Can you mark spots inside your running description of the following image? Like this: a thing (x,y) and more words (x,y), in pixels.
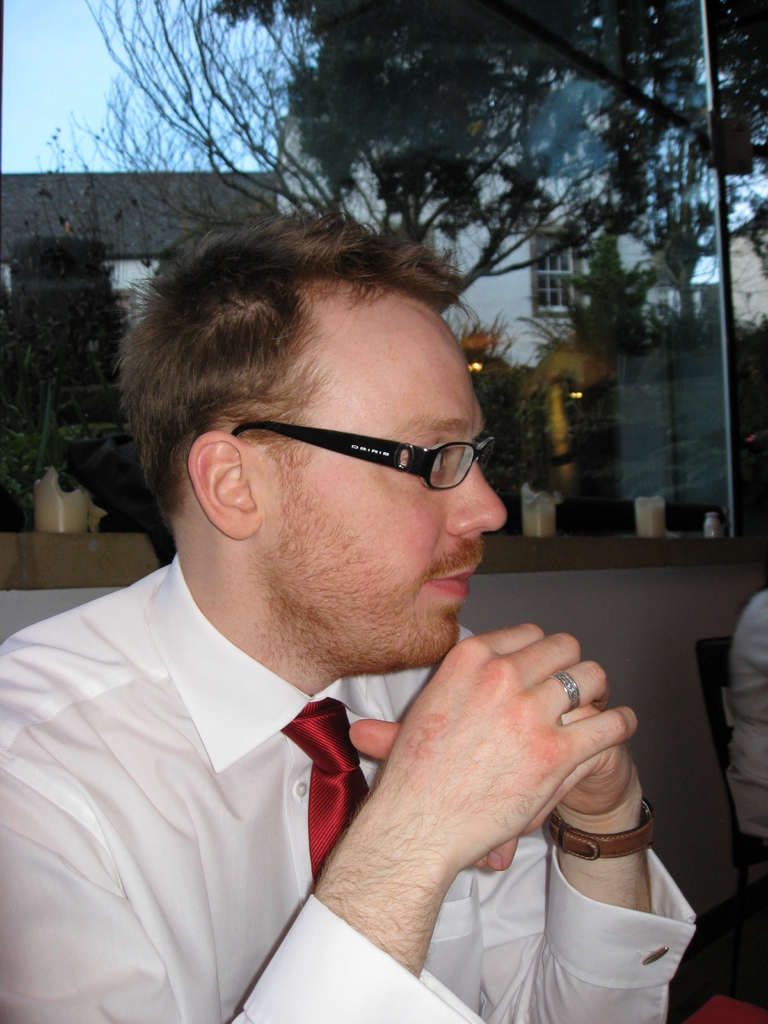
In this image i can see one person (213,372) with eye glasses (433,450), behind there is a glass window (570,167) and we can see the reflection (448,118) of trees (491,126) and buildings (638,269), there is a chair (746,893).
